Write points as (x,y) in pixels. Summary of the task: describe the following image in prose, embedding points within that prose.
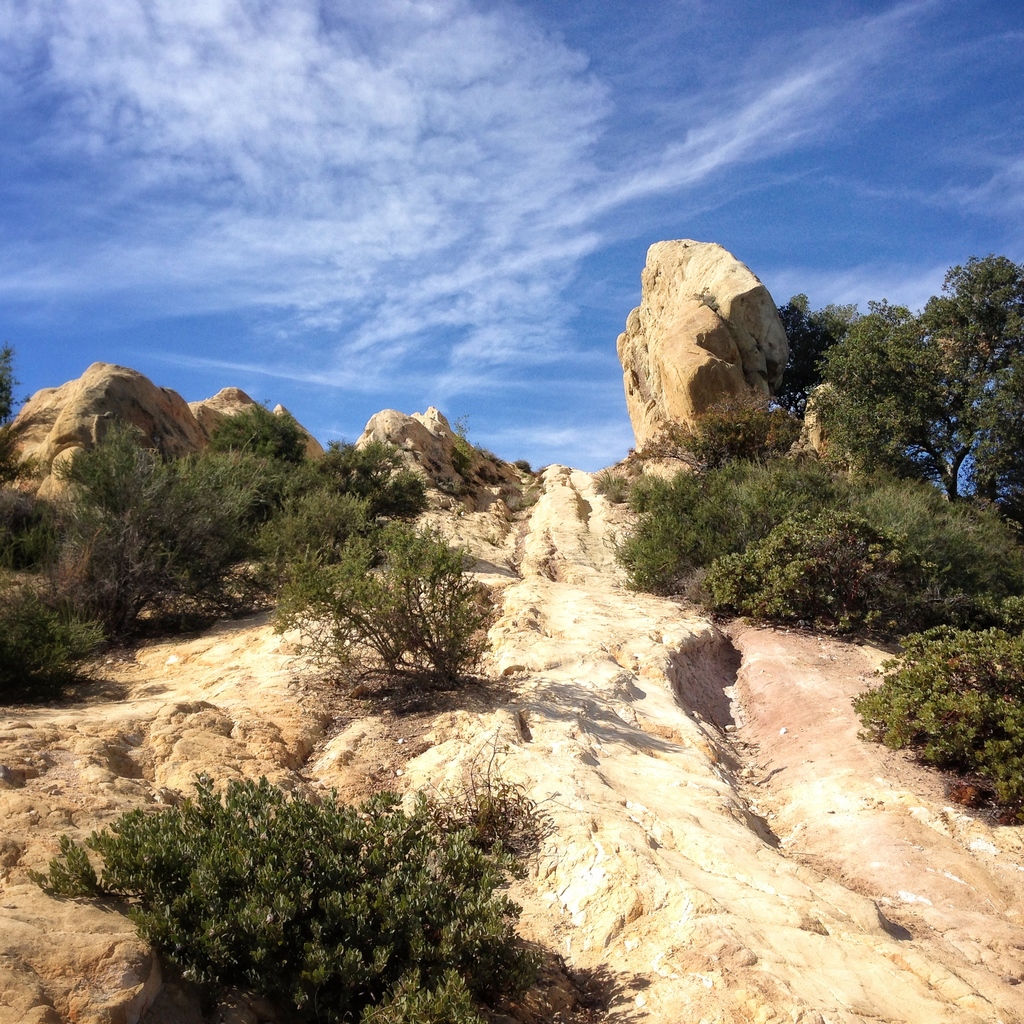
In this picture we can see stone mountain (758,345). On the bottom (176,881) there is a plant (342,909). On the right (828,319) we can see trees (800,365). On the top (379,108) we can see sky (470,156) and clouds (515,119).
